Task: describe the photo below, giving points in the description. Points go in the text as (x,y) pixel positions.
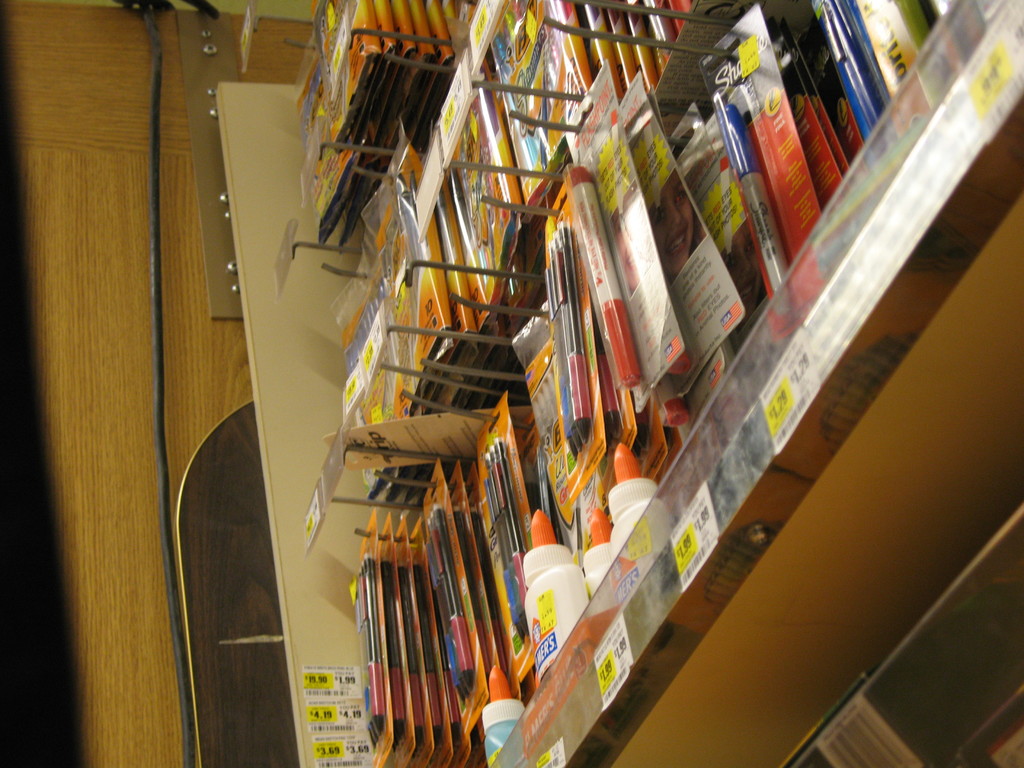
In this picture we can see bottles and packets (847,36) on the rack (728,441). And there are stickers (802,394) pasted on it.
